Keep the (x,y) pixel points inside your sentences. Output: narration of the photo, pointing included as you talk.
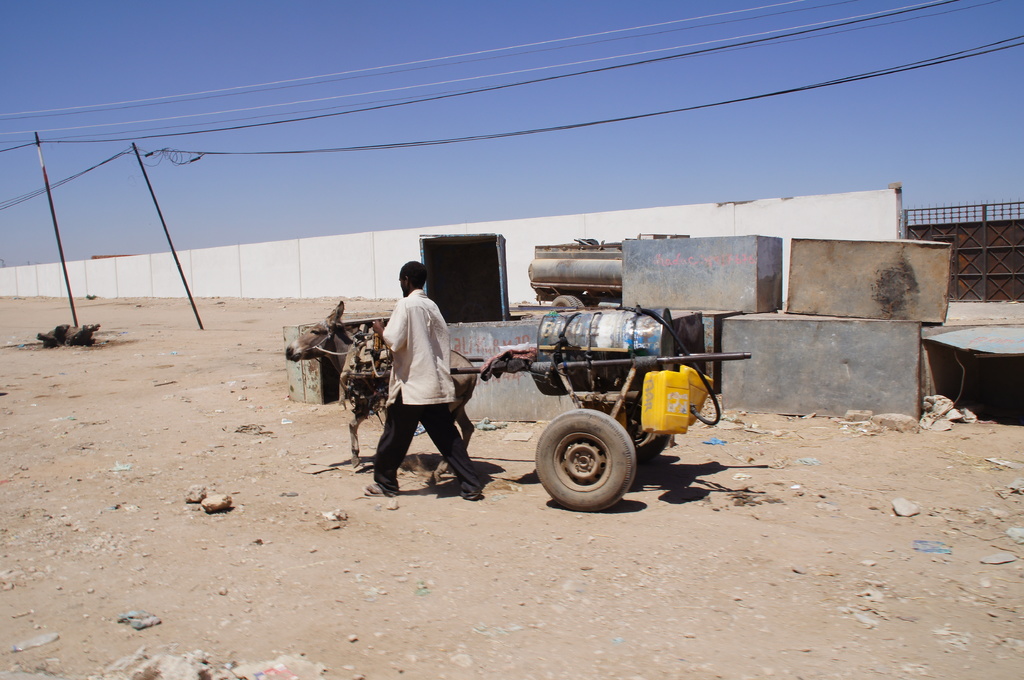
In this image we can see a person (391,323) and a donkey (374,345). The donkey (376,341) is carrying a few objects (538,347) on a cart (558,385). Behind the person (424,357) we can see a vehicle (580,262) and a wall (382,282). On the left side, we can see poles (46,174). On the right side (987,257), we can see few objects (926,299) and a gate (992,238). At the top (785,124) we can see the sky (444,108) and the wires (473,54).
